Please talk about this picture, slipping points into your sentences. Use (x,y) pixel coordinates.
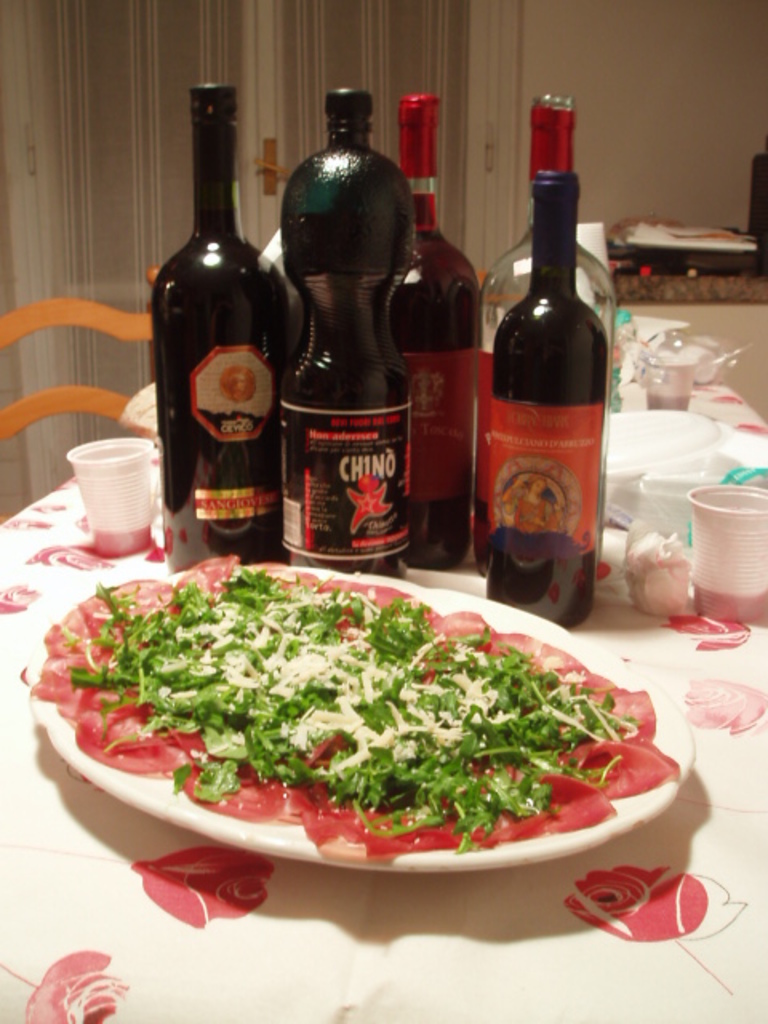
In this image at the bottom (264,854) there is one table (671,807), on the table (521,935) there is some plate (389,582), bottles (507,594), cups (708,592), glasses (714,602). And in the plates (377,580) there is some food (493,708), and in the background (726,331) there is one chair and some objects (663,262), wall (657,57) and door (219,77).
